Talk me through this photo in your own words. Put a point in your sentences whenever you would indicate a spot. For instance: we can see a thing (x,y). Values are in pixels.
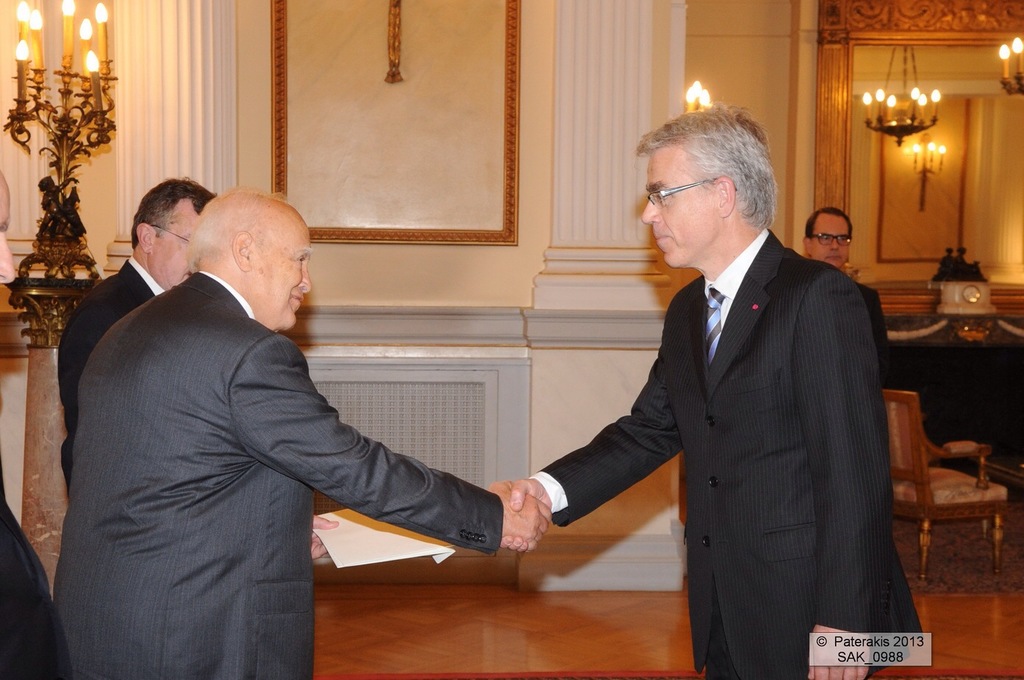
In this image I can see two persons (318,400) wearing blazers (306,401) and white shirts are standing and shaking hands (533,520). In the background (578,163) I can see the cream colored wall (439,166), few candles (95,102), few other persons (138,236), the brown colored floor (520,625) and a chair (997,490).
